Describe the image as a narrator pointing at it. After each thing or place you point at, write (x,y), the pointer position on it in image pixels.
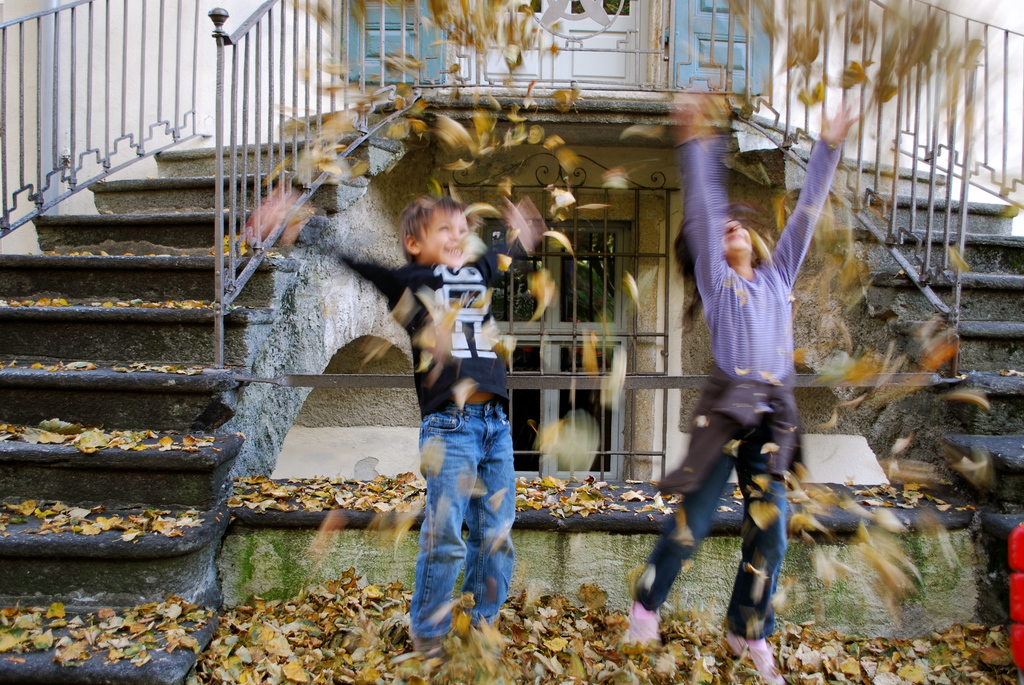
In this image I can see two people (500,478) with different color dresses (488,481). To the side of these people (459,480) I can see the stairs (161,398) and the railing (220,179). These people (533,210) are standing on the dried leaves (407,620). In the background (397,76) I can see the wooden doors (528,56).
